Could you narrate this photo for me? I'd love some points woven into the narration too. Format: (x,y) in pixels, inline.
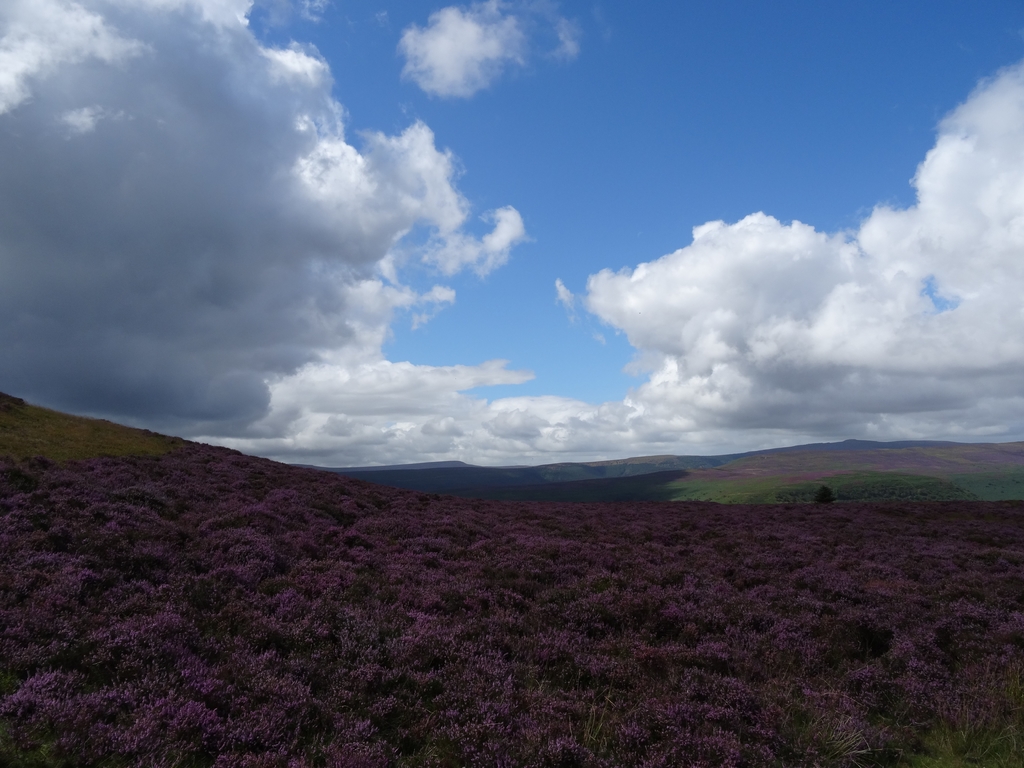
In the picture I can see plants (106,623), hills (15,456) and the sky (209,183) with clouds (287,433) in the background (602,425).
